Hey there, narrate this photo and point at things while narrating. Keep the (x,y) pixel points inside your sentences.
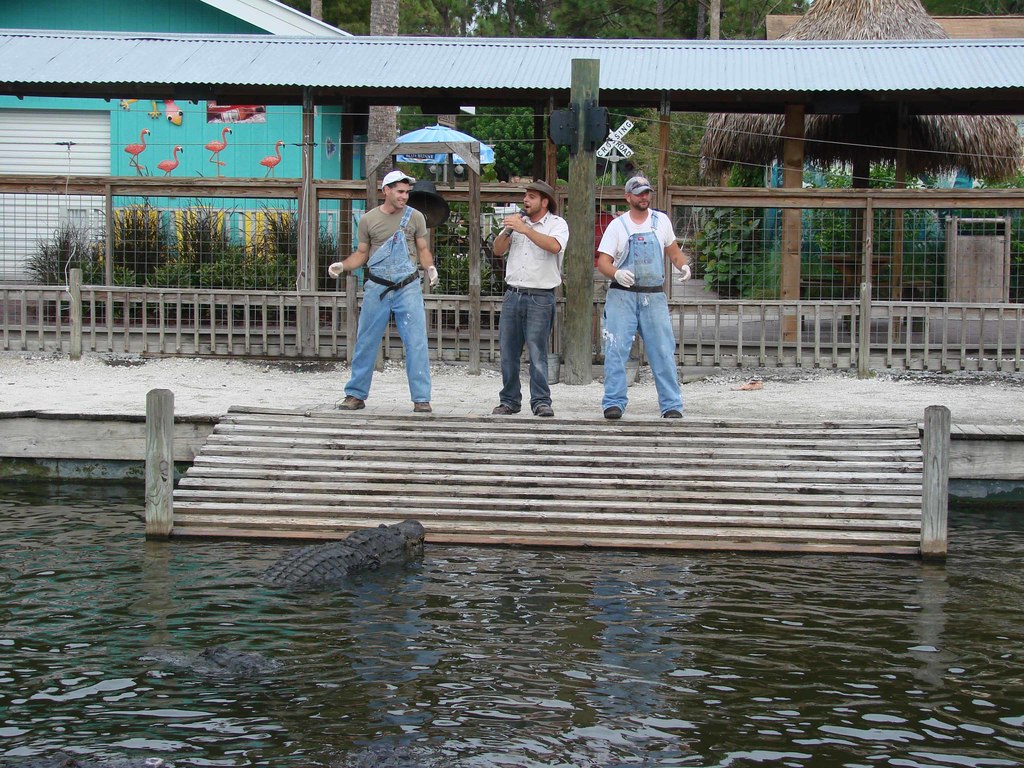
In this image three people (356,344) are standing on the floor (305,380), having staircase (900,425). Bottom of the image (316,593) there is a crocodile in the water (452,661). Middle of the image (529,263) there is a person (517,225) holding a mike (523,213) and he is wearing a cap (536,190). Behind them there is a fence (22,273). Behind there are few plants (493,283), houses (730,145). There is an umbrella (441,142). Background (693,144) there are few trees (800,5).
